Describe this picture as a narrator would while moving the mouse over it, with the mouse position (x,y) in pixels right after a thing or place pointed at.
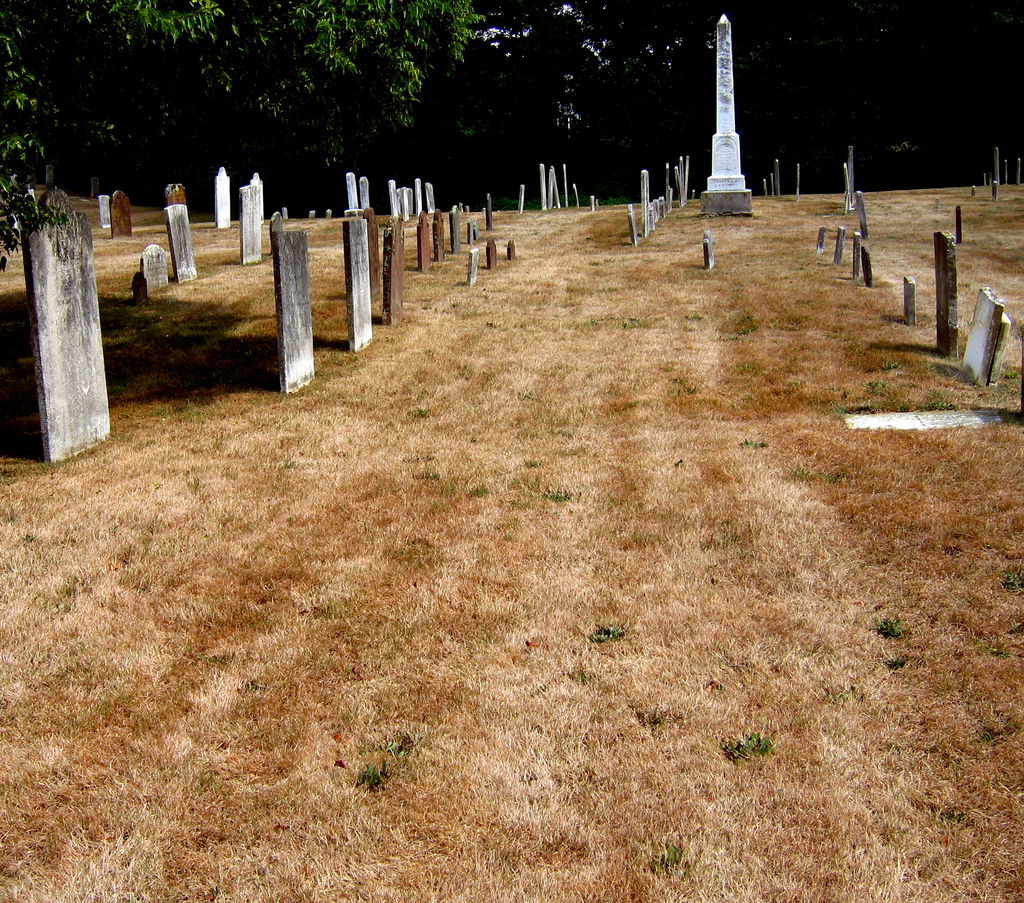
In this picture we can see graves (389,302) and a memorial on the ground (229,402) and in the background (283,57) we can see trees (541,82).
